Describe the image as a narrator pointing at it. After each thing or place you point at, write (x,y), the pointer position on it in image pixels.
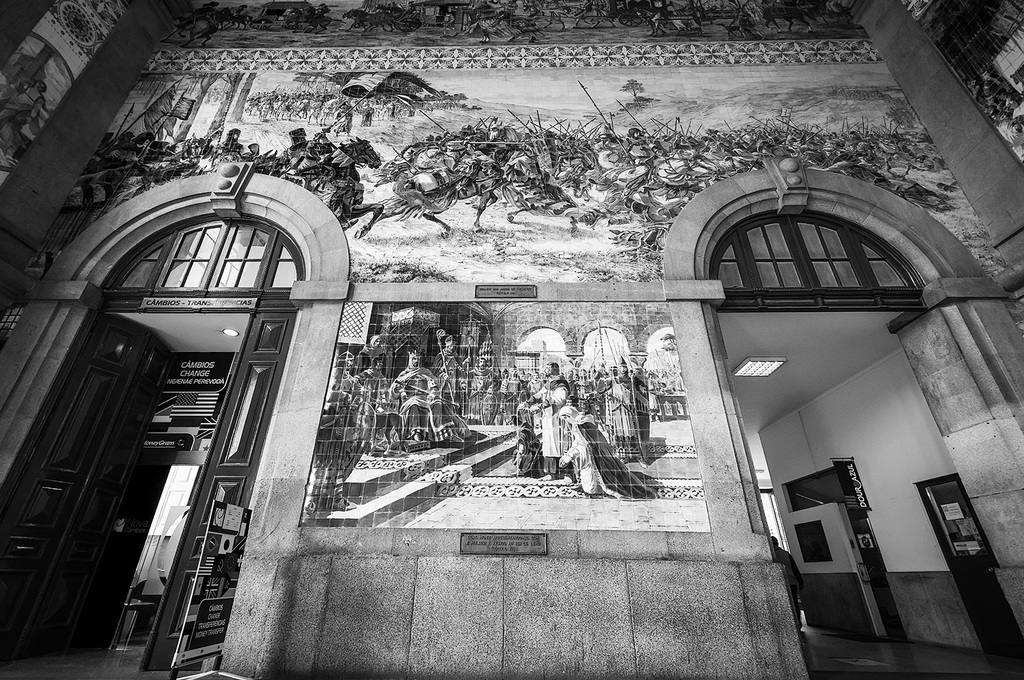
In this image I can see a door (199,535), a wall (555,441) and on this wall (474,135) I can see an art (480,245). I can see this image is black and white in colour.
